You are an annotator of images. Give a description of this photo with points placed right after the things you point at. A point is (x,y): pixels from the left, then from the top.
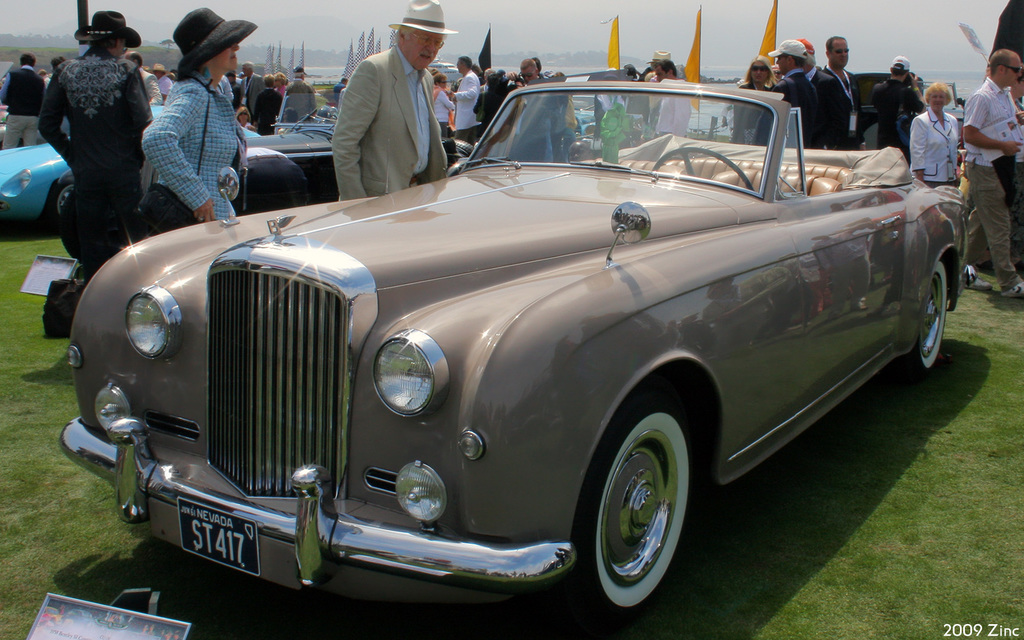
In this image I can see few vehicles (570,456). In front (545,490) the vehicle (494,456) is in brown color and I can also see group of people (989,58) standing, background (845,10) I can see few flags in yellow, black and white color and I can see few trees (321,55) and the sky (451,24) is in white color.
